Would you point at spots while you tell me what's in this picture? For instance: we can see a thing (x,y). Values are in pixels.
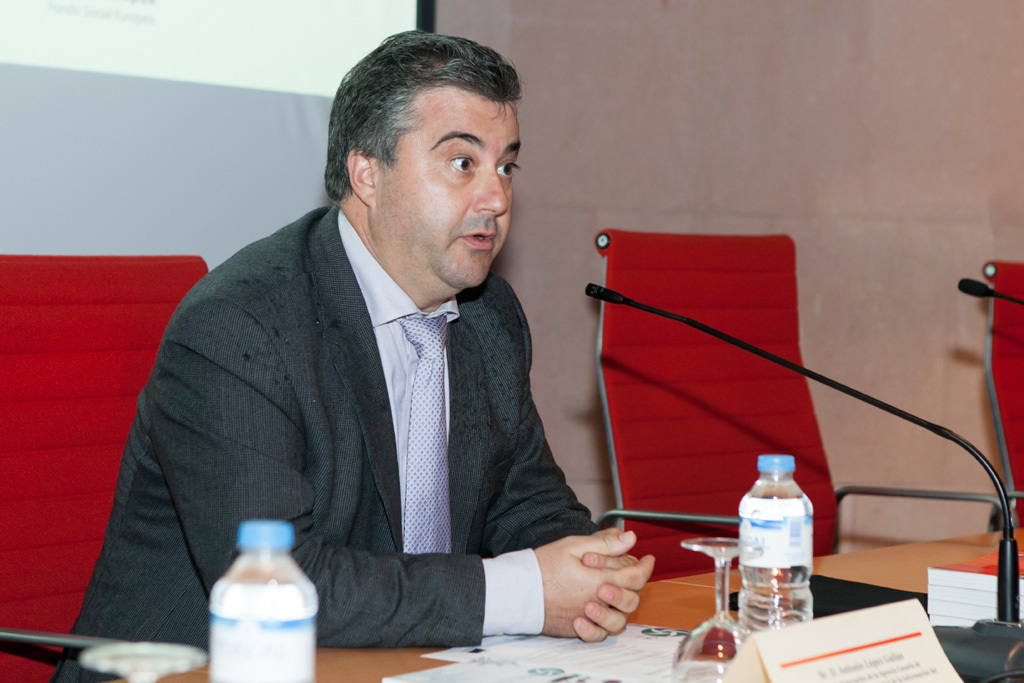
This picture shows a man (336,395) sitting in the red color chair (98,382) in front of a table (415,653) on which some papers (547,648), glasses (724,610), water bottles (747,623), name plates (824,652) and a mic (590,285) were placed. In the background (634,107) there is a wall (600,74) and a projector display screen (178,108).
